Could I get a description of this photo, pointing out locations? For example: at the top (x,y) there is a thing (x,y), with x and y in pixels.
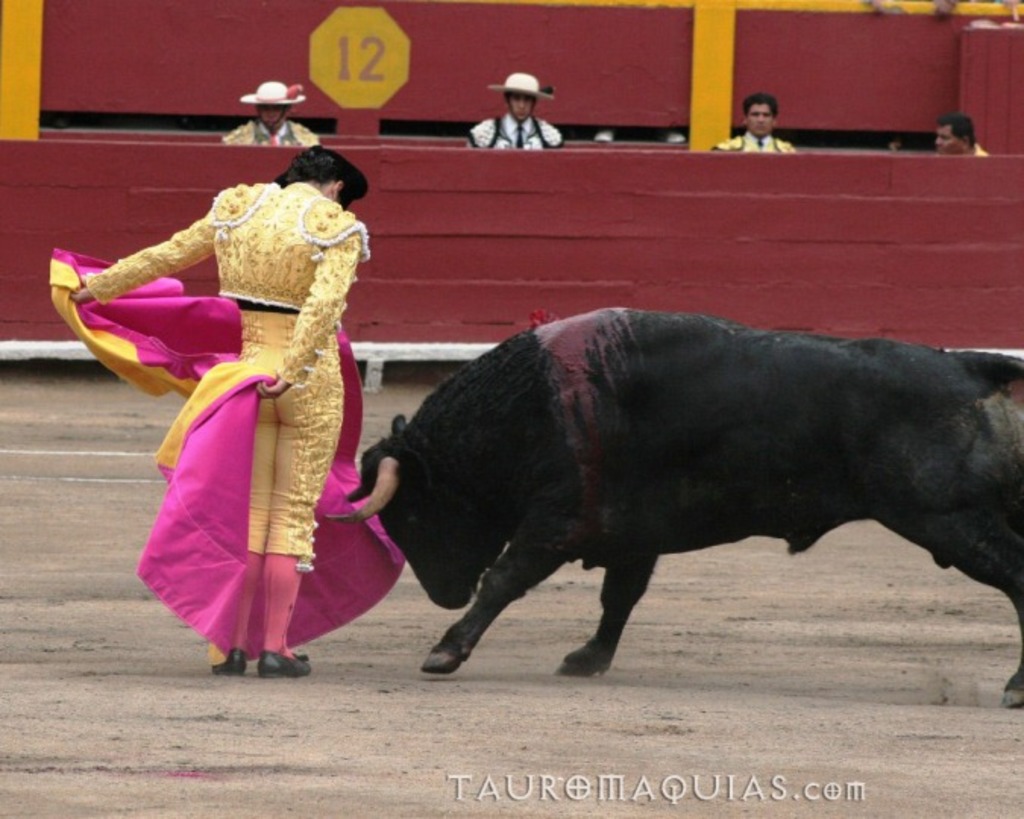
In this image I can see a person (230,205) is standing on the left side (326,274) and on the right side (697,396) I can see a black colour bull (609,551). I can see this person (120,277) is wearing yellow colour dress (277,419), black shoes (273,661) and I can see this person (282,620) is holding pink and yellow colour cloth (204,368). In the background (528,141) I can see few more people (245,129) and I can also see something is written in the background (344,50). On the bottom side of this image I can see a watermark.
